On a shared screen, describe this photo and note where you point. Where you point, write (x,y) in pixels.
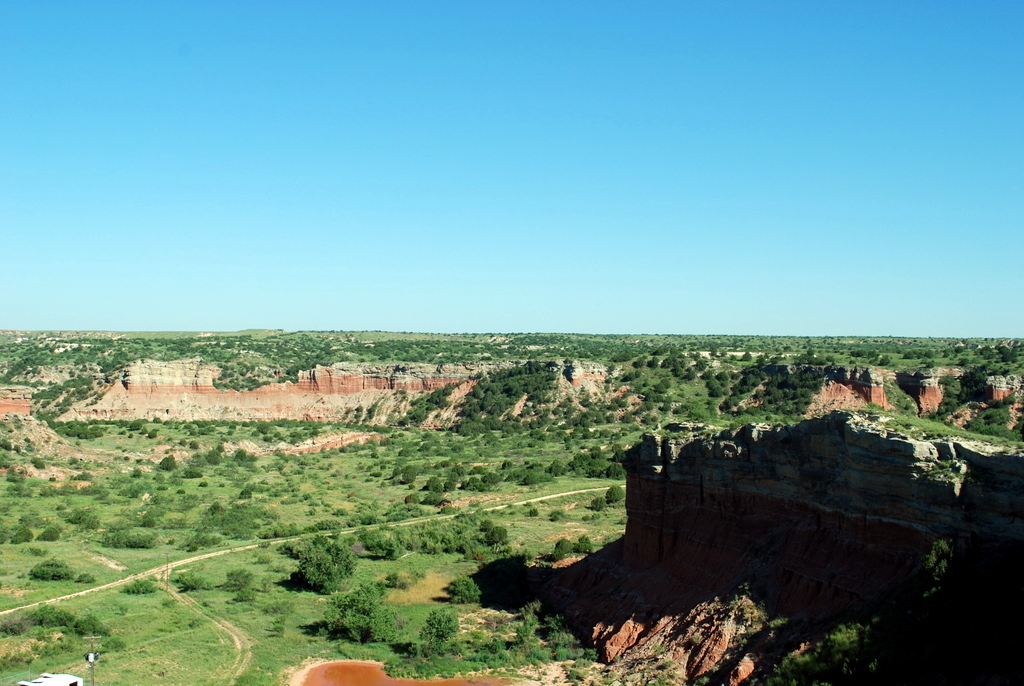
In this image we can see vast plateau land (425,537) where we can see plants (344,611) and grass (220,598). At the top of the image (294,162), sky (578,160) is there which is in blue color.
